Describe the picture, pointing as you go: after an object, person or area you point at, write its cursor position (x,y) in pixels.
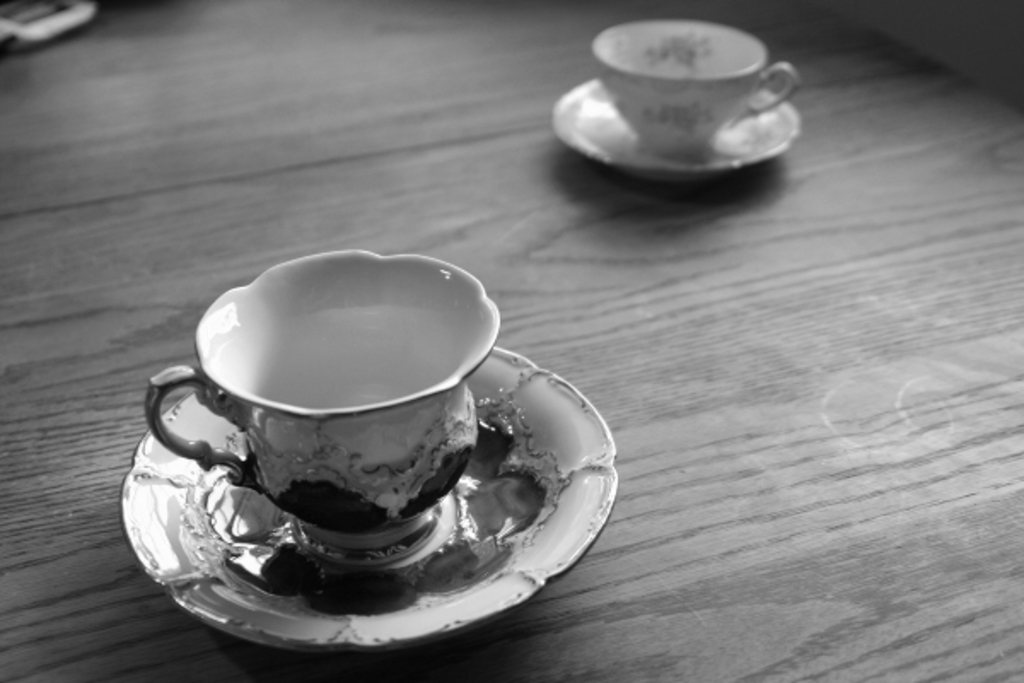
In this image, there are cups of teas (435,292) and their a plate (506,491), There is a wooden table (321,178).
